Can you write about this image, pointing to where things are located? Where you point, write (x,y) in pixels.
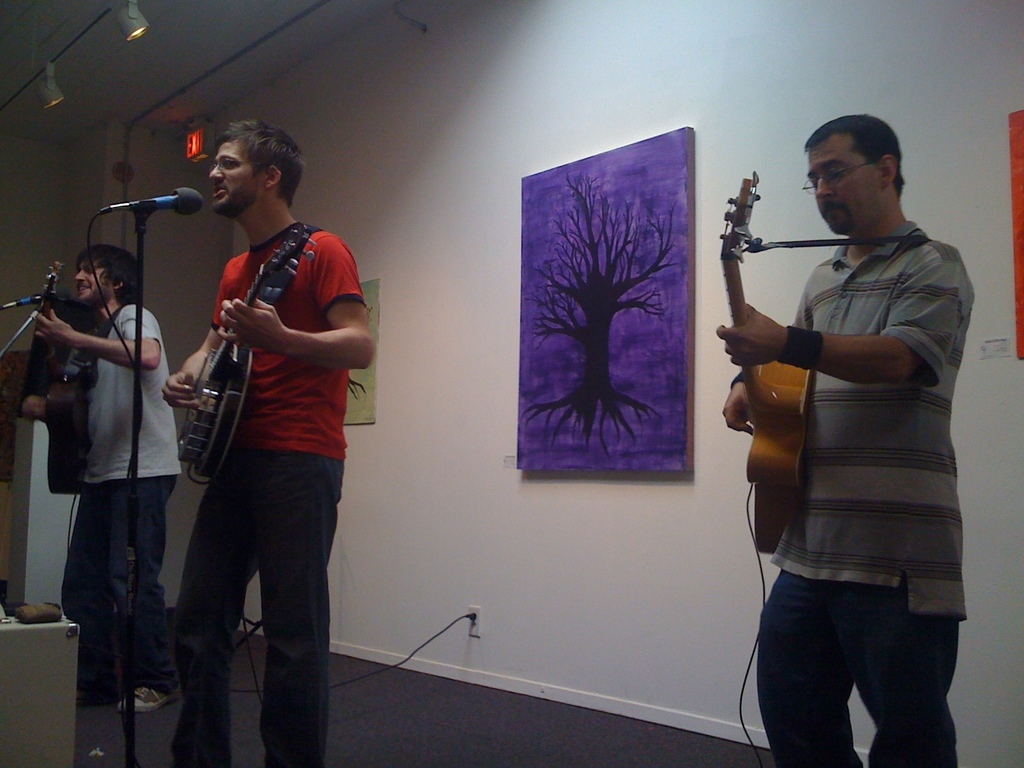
In this image we can see men (125,603) standing on the floor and holding musical instruments (216,391) in their hands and mics (138,249) are placed in front of them. In the background (792,120) we can see wall hangings (666,367) to the wall (718,373) and electric lights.
